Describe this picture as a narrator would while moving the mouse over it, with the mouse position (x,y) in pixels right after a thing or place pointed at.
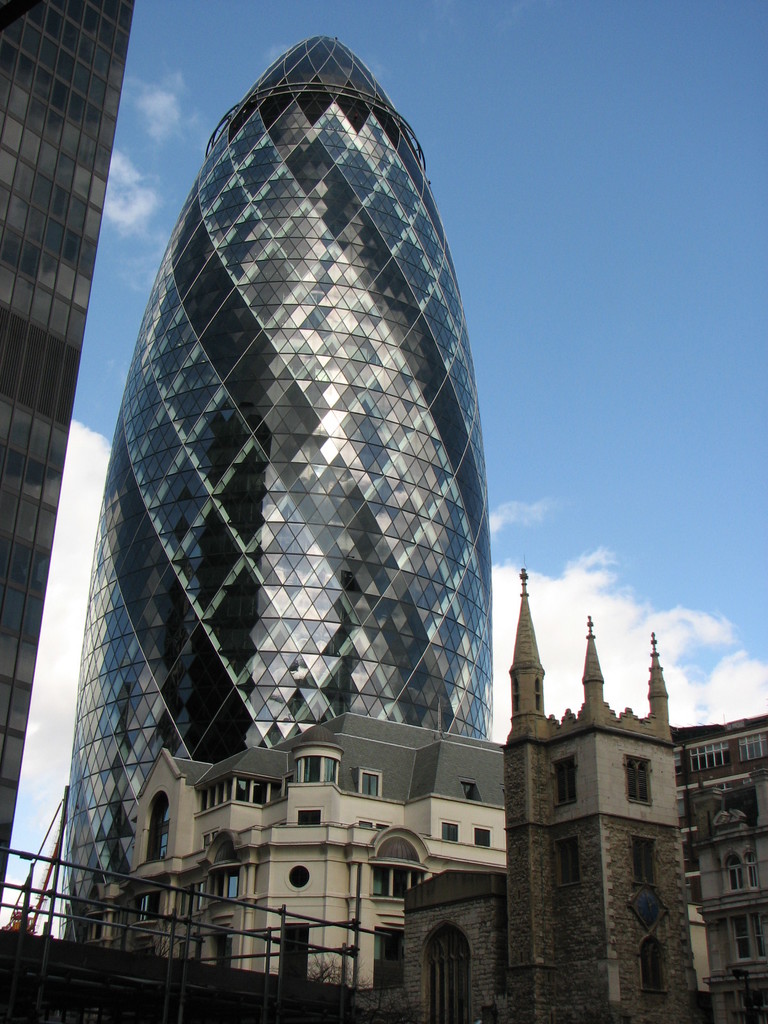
In this image we can see there is a glass building (435,707), in front of it there are some buildings (442,996) and fences (284,1013).
